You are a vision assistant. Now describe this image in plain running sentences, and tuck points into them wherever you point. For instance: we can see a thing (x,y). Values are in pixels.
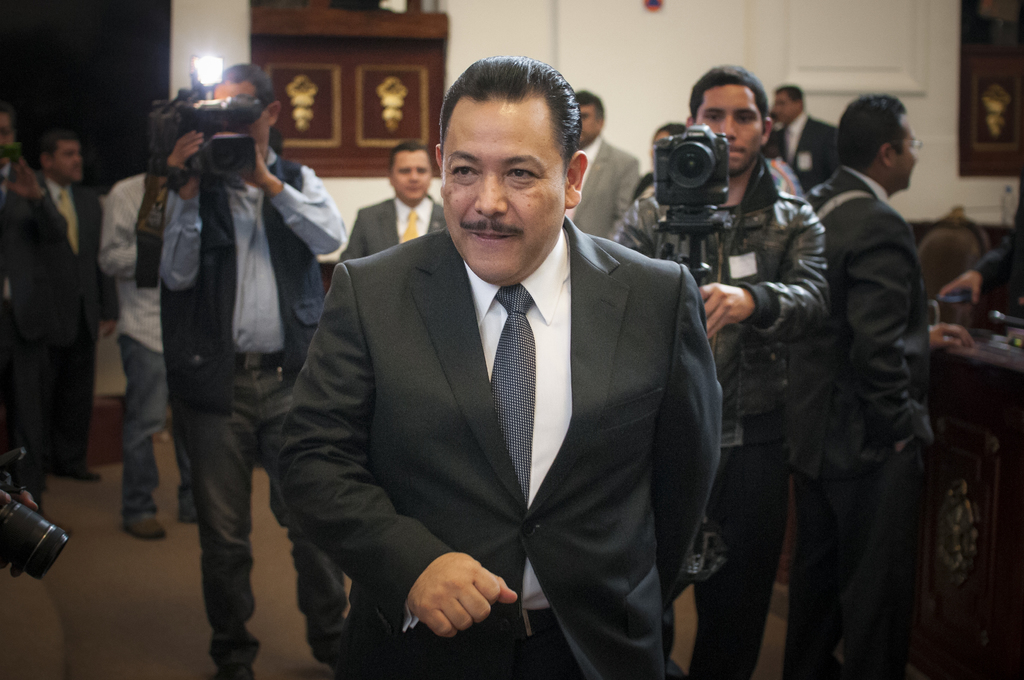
In the middle of the image (514,353) there is a man (606,335) with black jacket (576,295), white shirt (547,409) and tie (512,411) is standing. Behind him there are two men (238,205) with cameras (717,184) is standing. Also there are few men (811,175) standing in the background (825,180). There is wall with wooden objects (291,145) and on the right side (973,370) there is a table (944,379) and a chair (968,230).
